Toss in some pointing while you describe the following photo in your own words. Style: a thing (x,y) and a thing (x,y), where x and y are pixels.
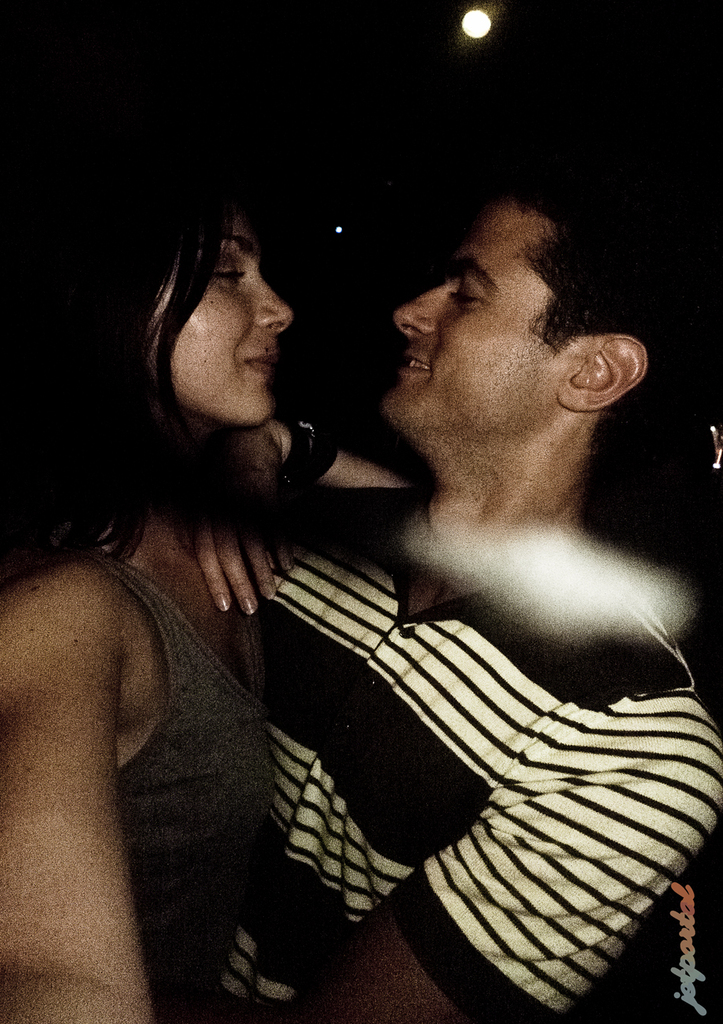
In this picture we can see a man (497,468) and a woman (189,524). The background (115,94) is dark. At the top (471,23) there is light (471,22).
